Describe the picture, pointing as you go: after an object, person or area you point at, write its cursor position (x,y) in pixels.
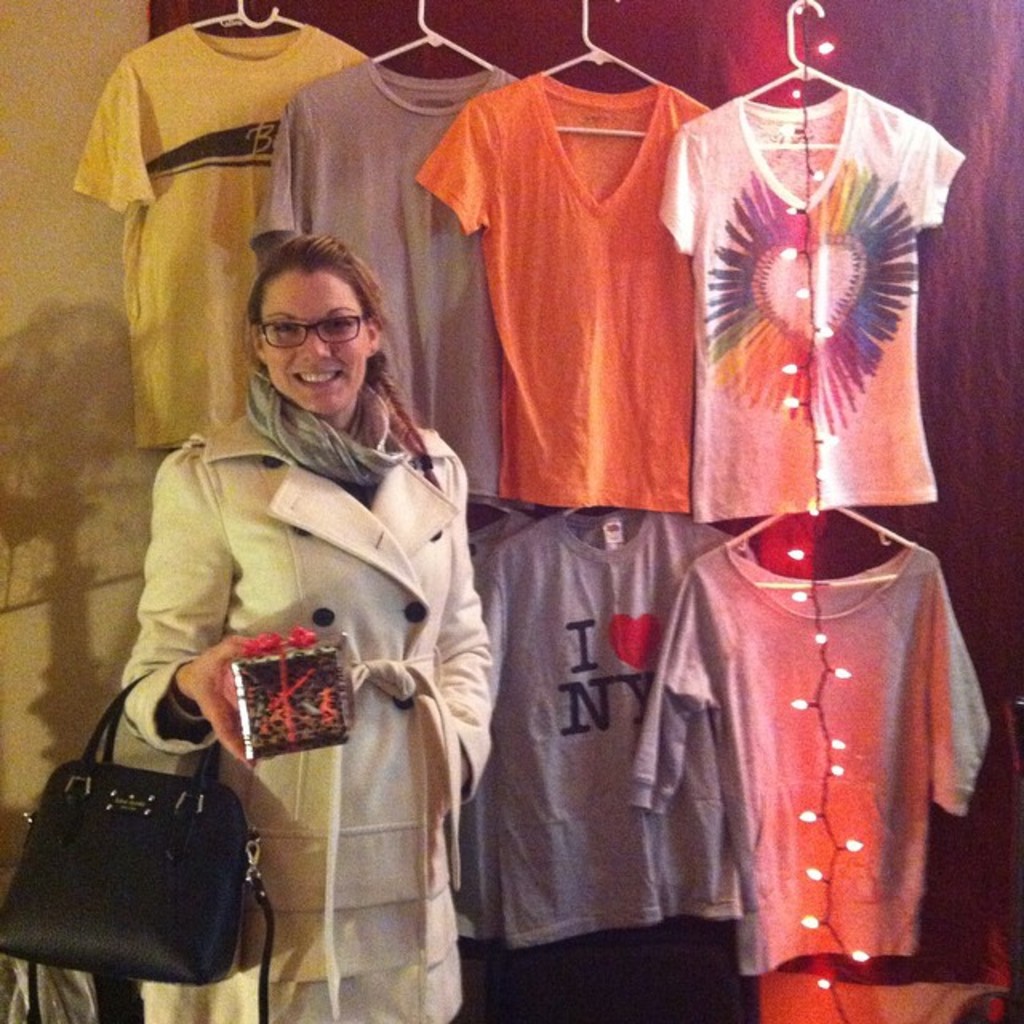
On the background (592,205) we can see few t shirts (692,177) are hanging with a hook (785,587). This is a light (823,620). We can see a women (387,629) wearing a jacket (378,575) and spectacles (337,319) and she is holding a gift box (316,746) in her hand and also we can see a black colour hand bag (157,806) on her hands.
